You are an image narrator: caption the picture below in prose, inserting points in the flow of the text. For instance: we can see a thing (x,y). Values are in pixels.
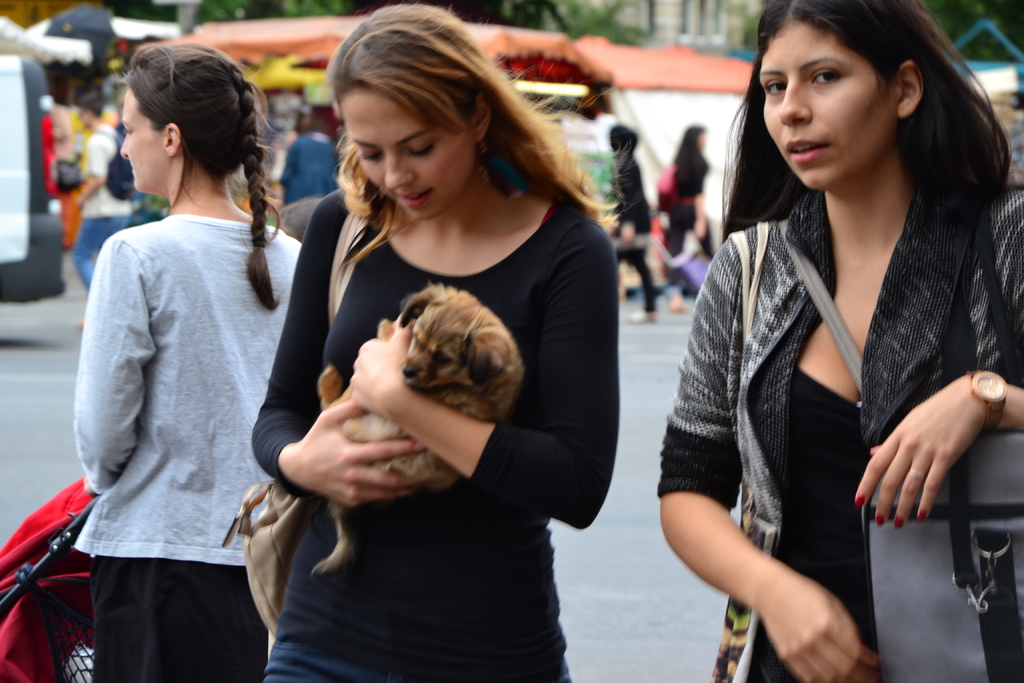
In this image, there are three women's (205,177) in the foreground (803,320). In the rightmost (797,284) is wearing a handbag (884,576) which is grey in color and middle one (368,298) is holding a dog (460,387) and the leftmost (190,439) is beside a red stroller (41,532). In the background (307,34), there is a tent (736,111) of orange and white in color and trees (518,23) are visible. There are group of people (627,132) walking on the road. In the left top of the image (25,90), car (17,287) is moving. In the middle of the image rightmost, building wall (690,42) is visible.
